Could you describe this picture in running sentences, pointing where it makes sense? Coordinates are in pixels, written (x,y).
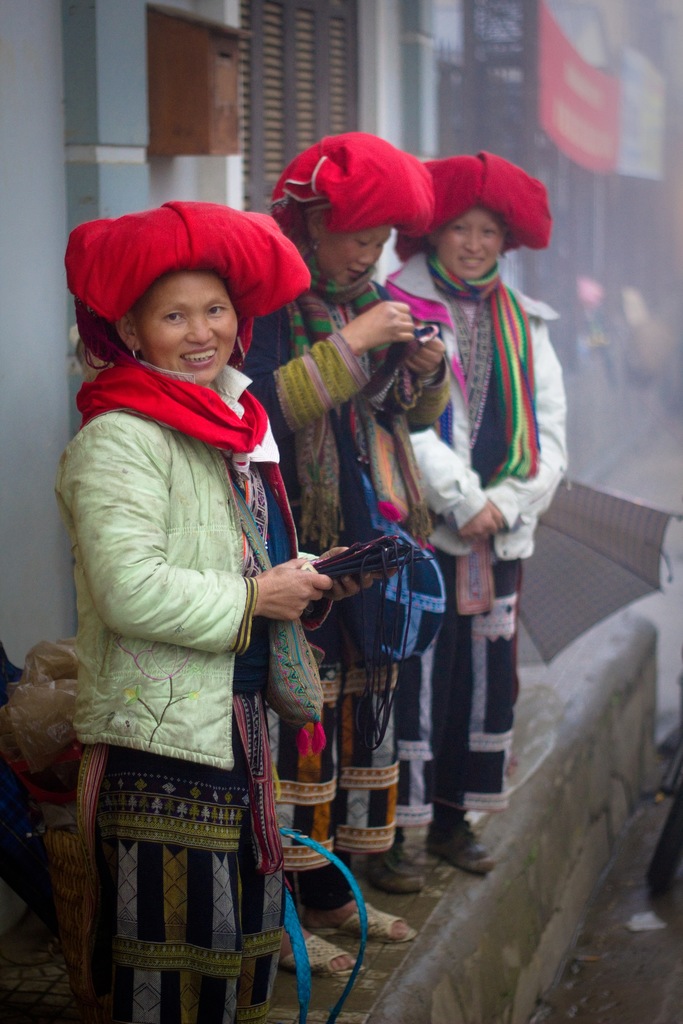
In this image we can see some people (138,583) standing. In that two women (235,647) are holding something. On the backside (63,349) we can see a wall (47,476), a cover (35,688), a letter box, windows (277,142) and an umbrella (642,583).
